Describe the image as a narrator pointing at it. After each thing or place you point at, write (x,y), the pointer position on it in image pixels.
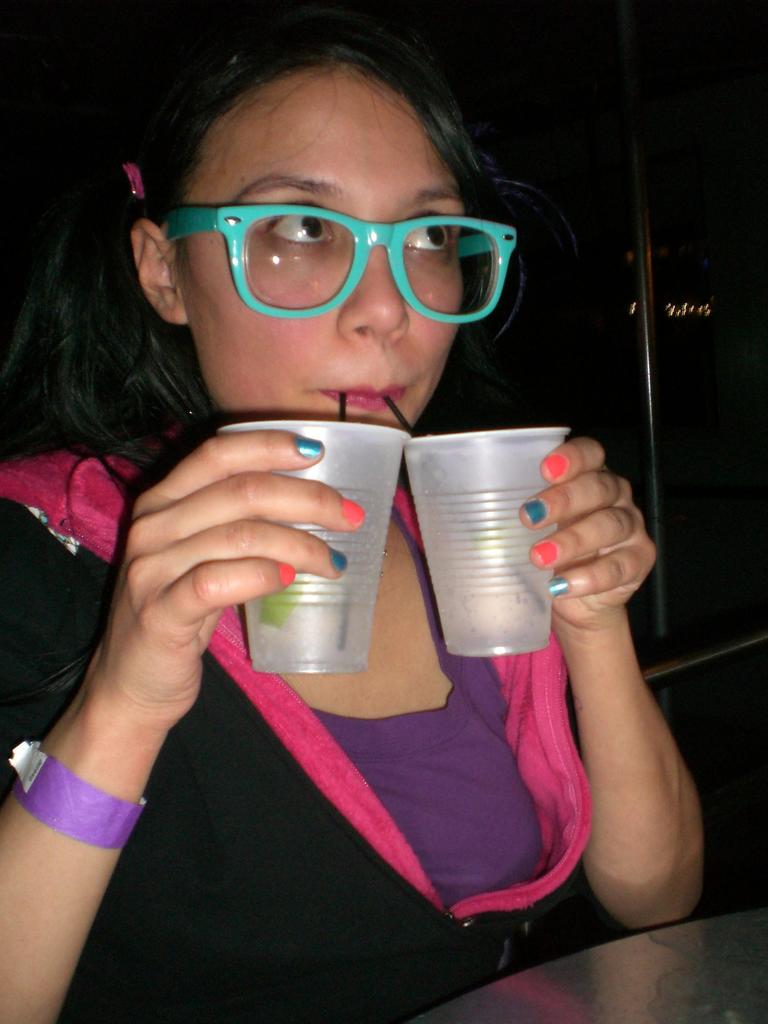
In this image there is a girl (463,674) holding two glasses (369,489) in her hands (587,633) and she is placing two straws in her mouth (377,394), in front of the girl (327,373) there is a table (713,981). The background (640,423) is dark.
